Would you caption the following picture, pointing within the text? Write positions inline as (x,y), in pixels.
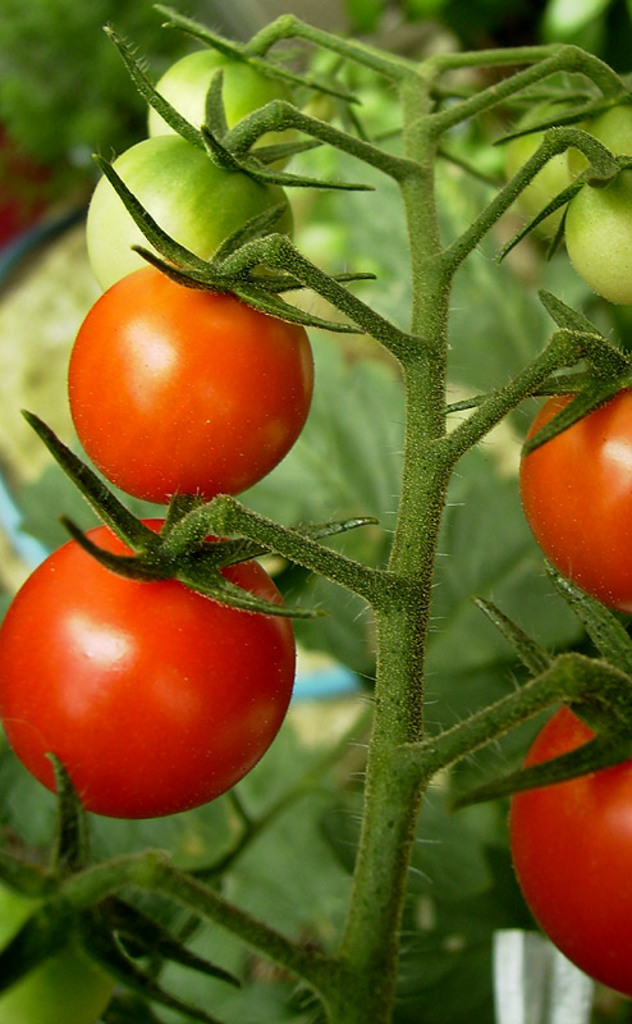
In this image there is a stem (429,488) having tomatoes (242,417). Background (491,326) is blurry.
